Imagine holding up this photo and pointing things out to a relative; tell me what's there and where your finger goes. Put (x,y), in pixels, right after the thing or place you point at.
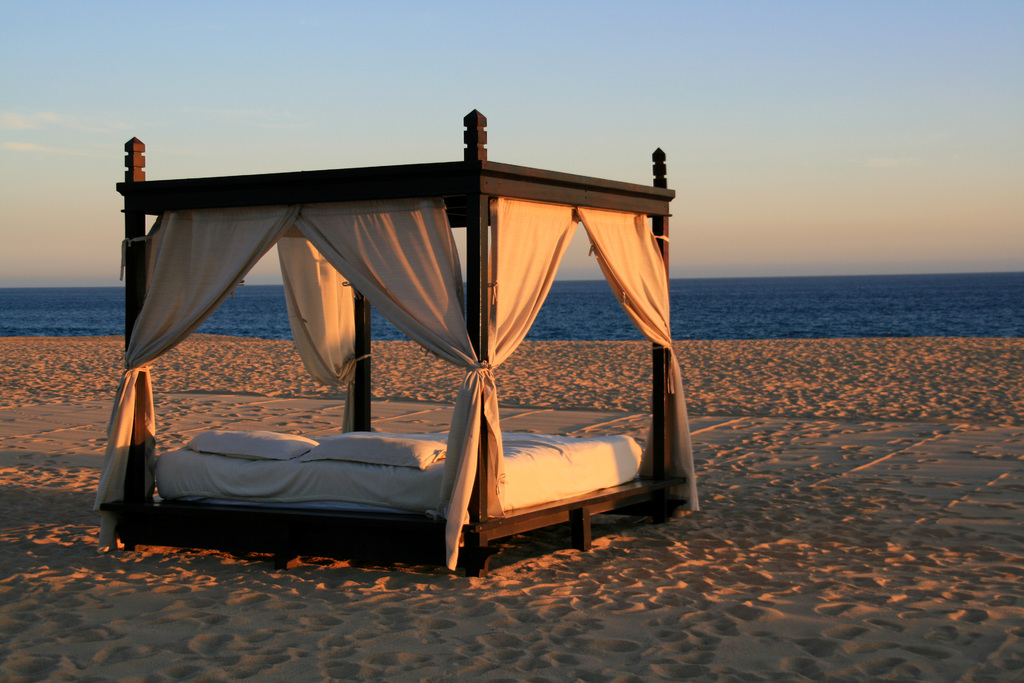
In this picture, we see the outdoor canopy bed (463,400). It has the curtains (382,312). At the bottom (563,604), we see the sand (800,593). In the background (850,311), we see water (224,310) and this water (273,316) might be in the ocean (783,301). At the top (565,84), we see the sky (465,63).
